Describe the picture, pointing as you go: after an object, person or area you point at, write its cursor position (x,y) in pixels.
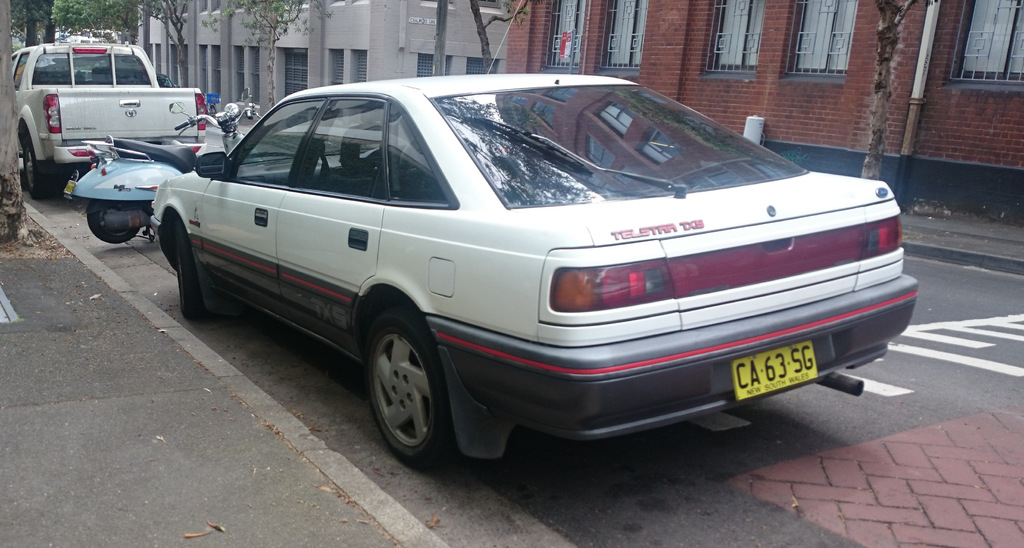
In this image we can see some vehicles (640,236) parked aside on the road (135,277). We can also see the bark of the trees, some trees (29,234), a pole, signboard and some buildings (219,77) with windows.
